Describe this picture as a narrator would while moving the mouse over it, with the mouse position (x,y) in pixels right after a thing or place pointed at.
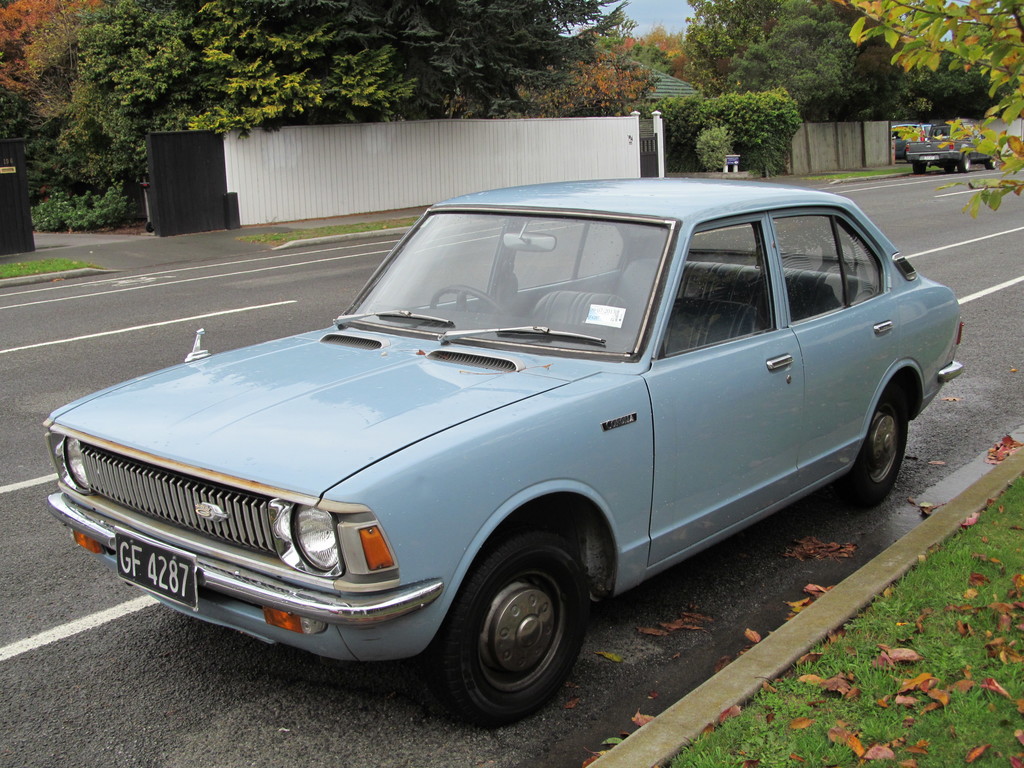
In the center of the image (406,276) there is a car (914,362) on the road (273,305). In the background of the image (170,173) there is a gate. There are trees (537,80). There is a wall (450,126). At the right side (878,670) bottom of the image (788,708) there is grass (752,726) and dry leaves (818,675).
